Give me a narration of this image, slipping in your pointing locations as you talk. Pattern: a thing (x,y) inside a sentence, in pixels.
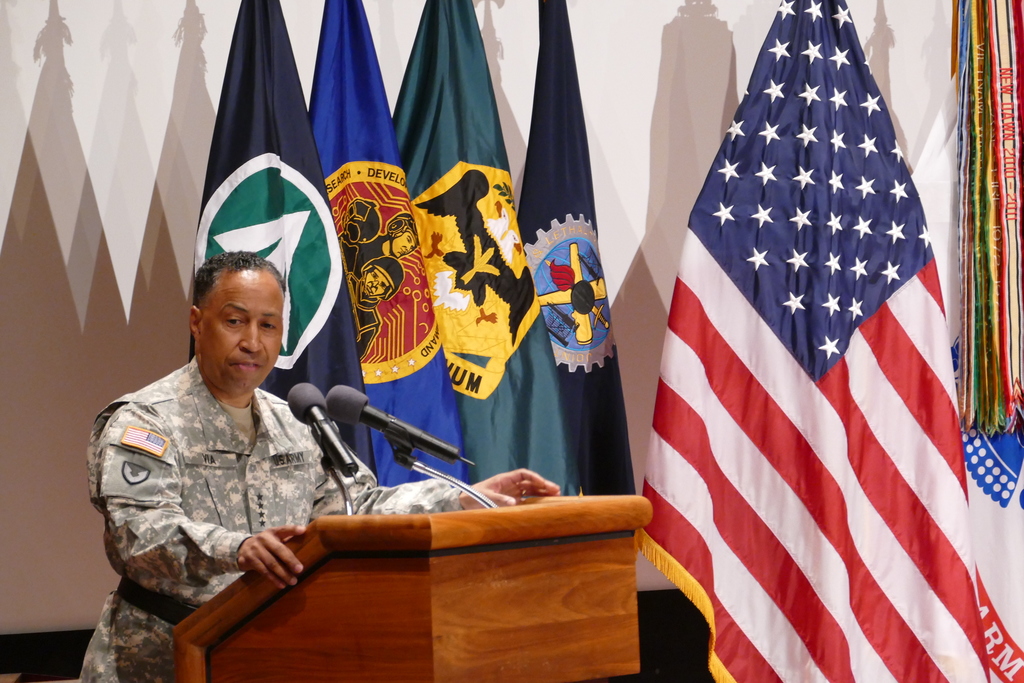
In this picture we can see a man (236,513) is standing in front of a podium (453,595), there are two microphones (422,465) on the podium (452,564), on the left side (47,163) there is a wall (86,181), we can see few flags (925,300) in the background (616,300), there are shadows (110,120) of flags (270,110) on the wall (88,113).
